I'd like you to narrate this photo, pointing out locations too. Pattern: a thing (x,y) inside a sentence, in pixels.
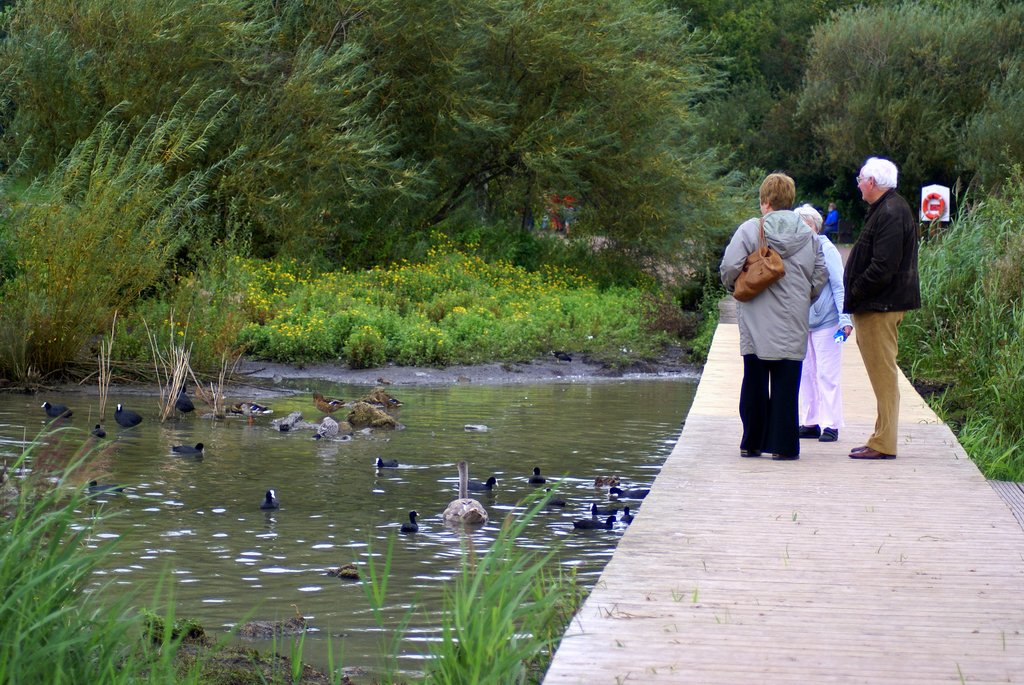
In this image at the right side (871,528) there is a boardwalk (811,491) and three people (803,272) were standing on it. At the left side of the image (221,470) ducks (467,514) are in the water (336,471) and at the background (389,201) there are trees (862,85) and we can see a person (829,222) sitting on the chair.
